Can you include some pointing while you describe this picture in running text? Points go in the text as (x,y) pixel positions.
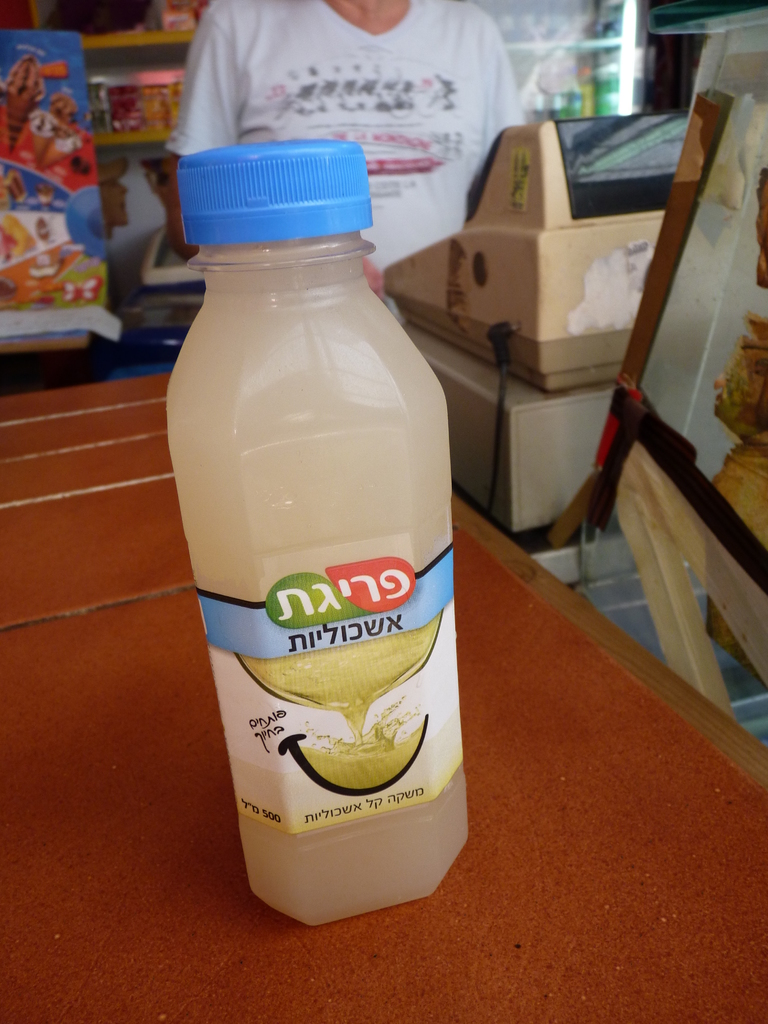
In this image I can see one person (398,74). In front (513,877) there is a table (497,858). On the table (497,858) there is a bottle (286,540) with a blue cap (281,191). I can see a sticker (321,678) to the bottle (381,746). At the back side (440,296) there is a machine (490,225) and some objects (70,76). The table (608,823) is in orange color.
